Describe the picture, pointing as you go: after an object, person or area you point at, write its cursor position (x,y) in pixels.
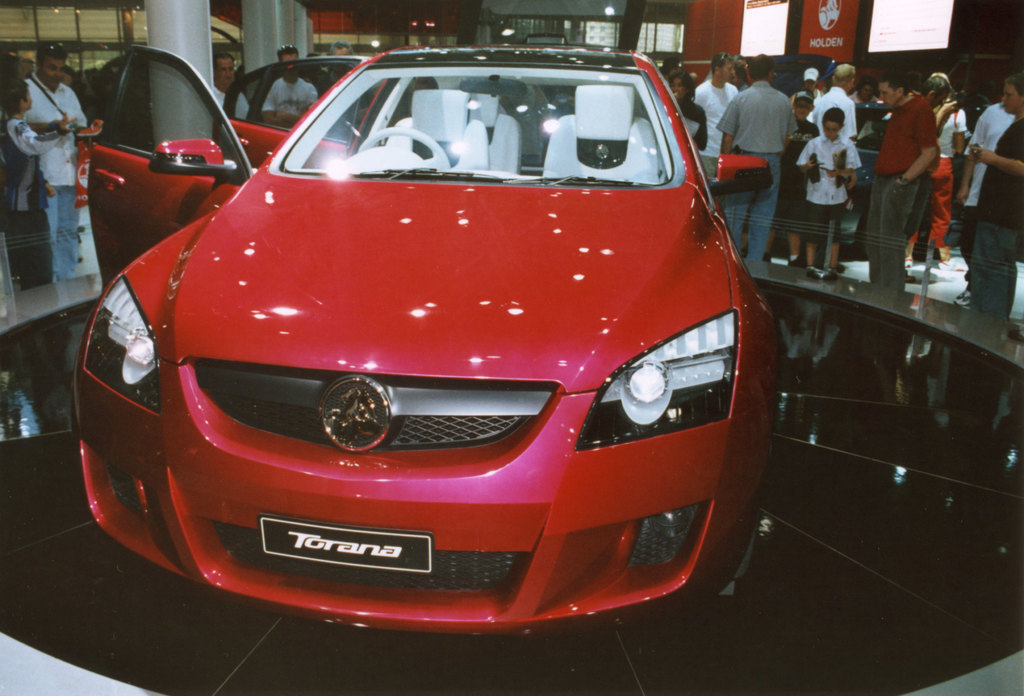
In the image we can see a car (378,163). The car (351,305) is in red color. The door (202,137) of this car (155,111) is open. Behind the car (170,191) there are group of people (53,59). These people (721,85) are standing.
